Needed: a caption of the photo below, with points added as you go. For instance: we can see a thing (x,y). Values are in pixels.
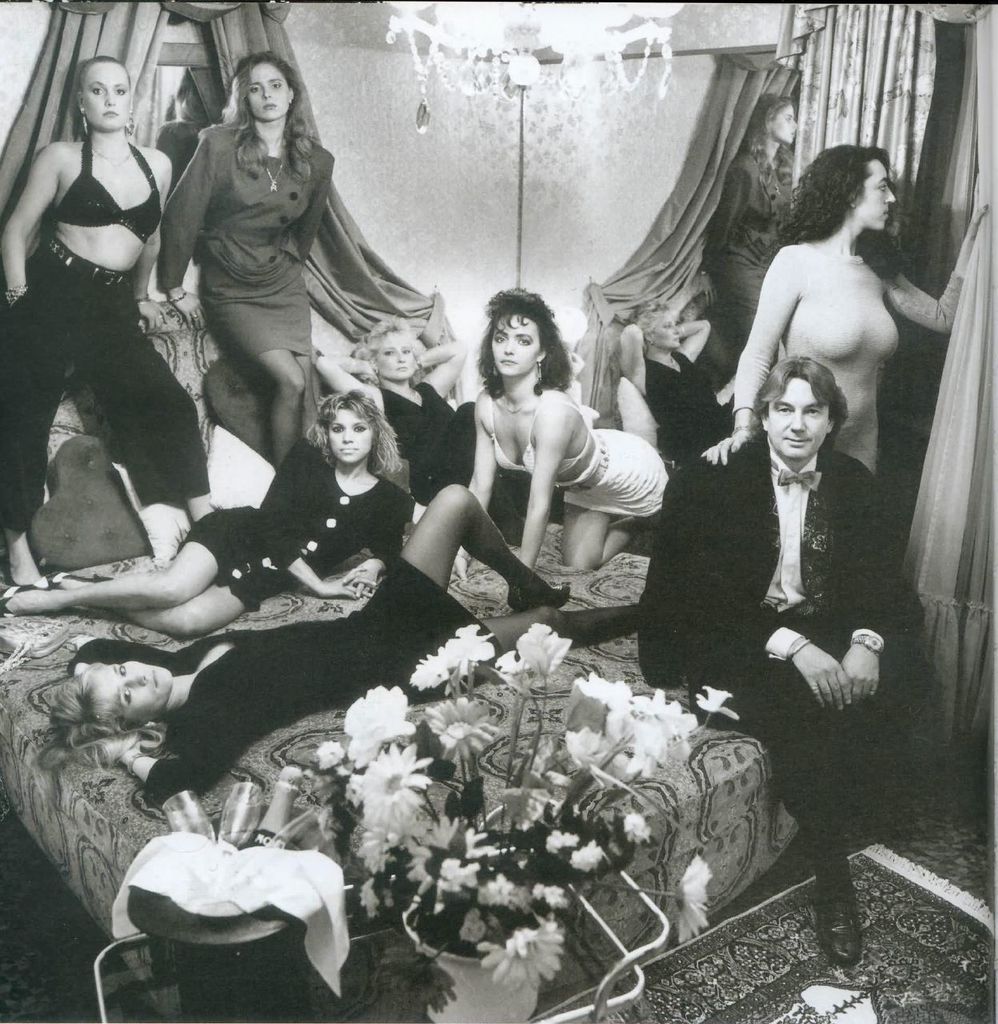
In the image we can see there are women (251,298) standing and sitting on the bed (274,626). There are other women (499,633) lying on the bed (713,799) and there is a man (822,646) sitting on the bed (756,814). There are flowers (602,790) kept in the pot (467,972) and there is a wine bottle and wine glasses (247,830) are kept in the bucket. There are curtains (976,310) on the wall (655,201) and there is chandelier (525,50) on the top (517,60). The image is in black and white colour.
